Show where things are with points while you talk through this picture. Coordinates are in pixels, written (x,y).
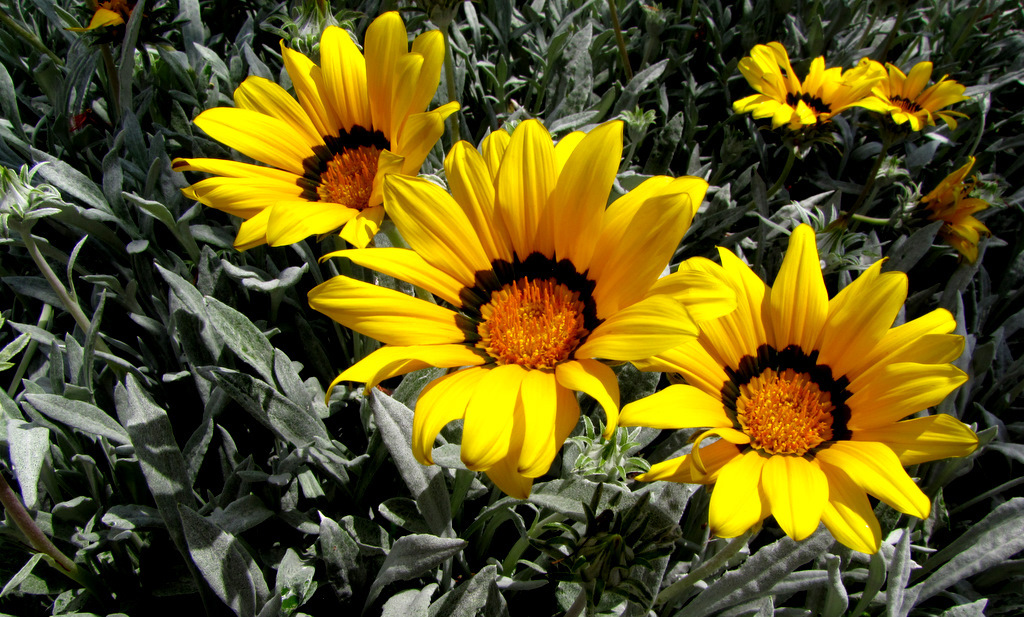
In this image I can see the yellow color flowers (592,296). In the background (269,327), I can see some plants (221,490).
